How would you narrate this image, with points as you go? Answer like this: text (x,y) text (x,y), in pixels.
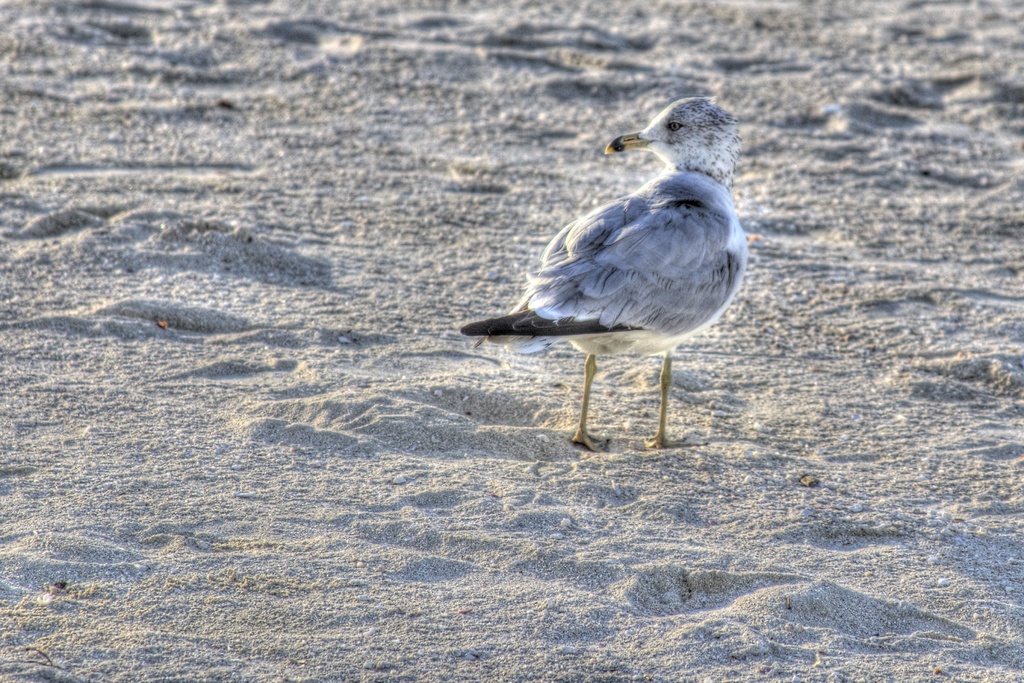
In the image we can see a bird (616,254), white and black in color and here we can see sand (462,503).
